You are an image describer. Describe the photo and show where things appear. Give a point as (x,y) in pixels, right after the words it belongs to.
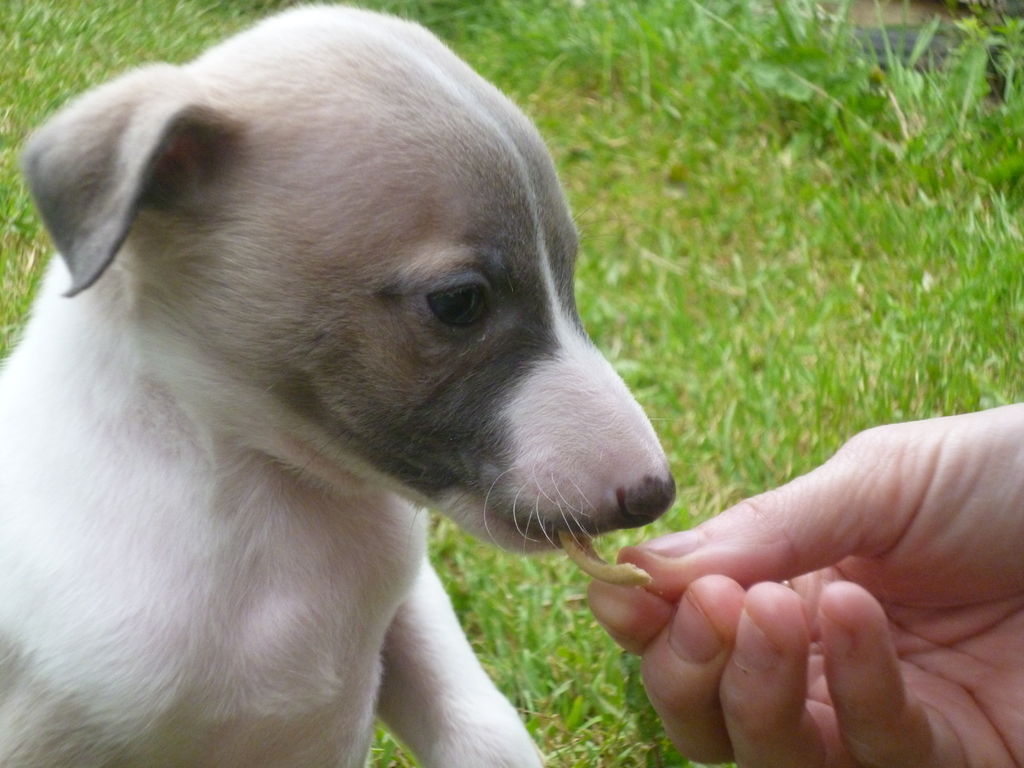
On the right side (884,536), there is a hand (884,536) of a person (849,572) feeding a food item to a dog (373,511). In the background (809,295), there is grass (800,162) on the ground (820,311).
